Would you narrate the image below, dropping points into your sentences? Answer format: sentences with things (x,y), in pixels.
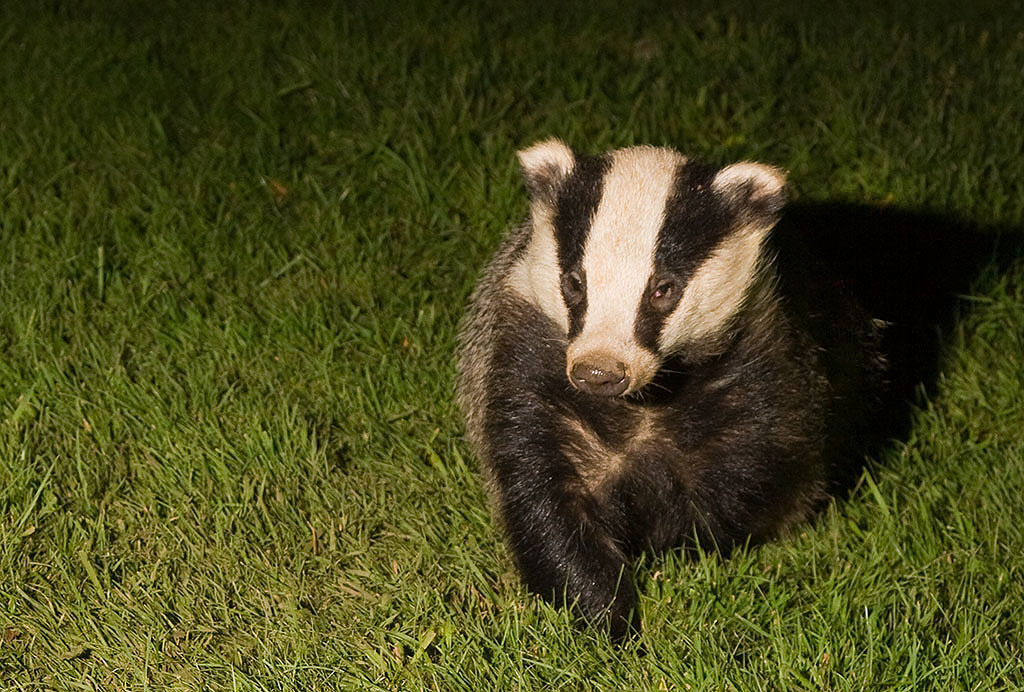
In this picture we can see badger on the grass (428,426).
